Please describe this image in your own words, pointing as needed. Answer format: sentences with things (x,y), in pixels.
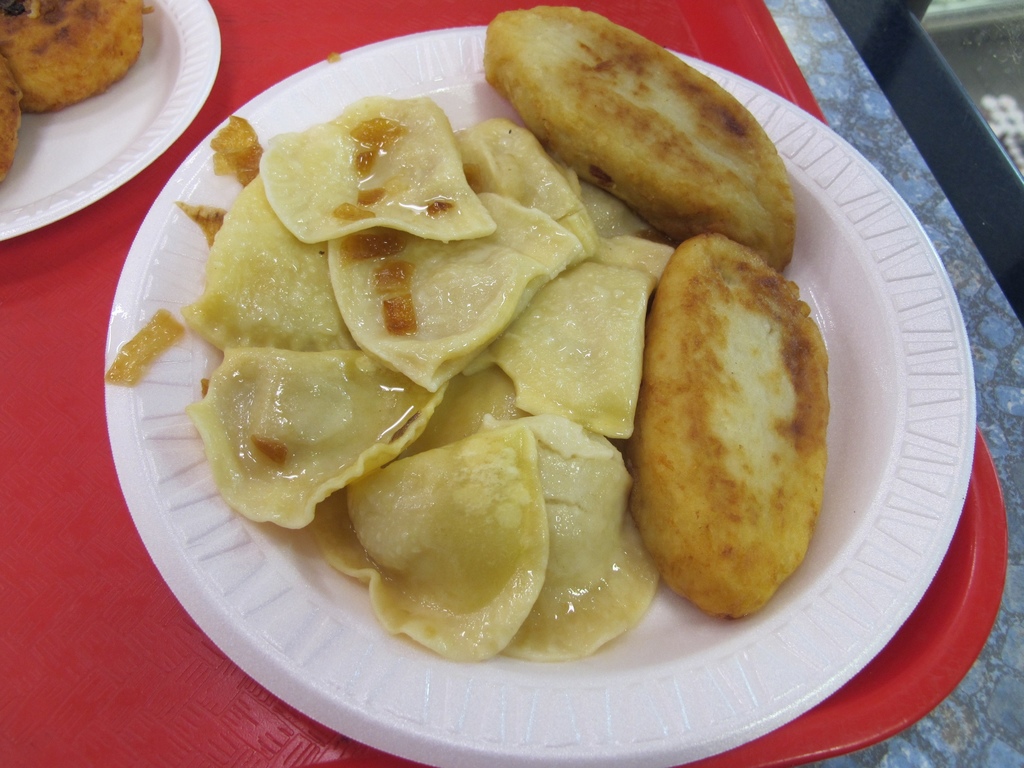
In this picture I can see there is some food plates (266,622) and there is another food plate (75,110) at the left side (127,100). They are placed on a red surface (80,658).
